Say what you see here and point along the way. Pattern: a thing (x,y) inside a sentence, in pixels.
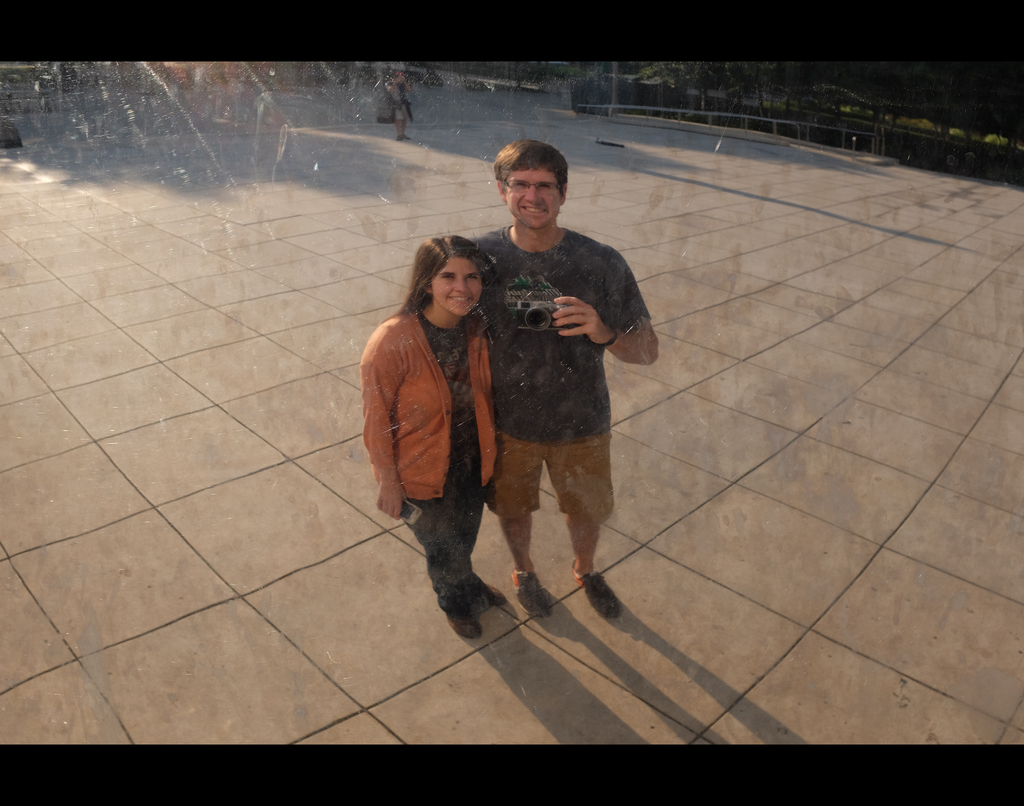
In this image I can see there are persons (494,335) standing and holding a cell phone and a camera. And at the back (786,102) there is a fence (729,115), Plants (773,114) and Trees (680,92).
